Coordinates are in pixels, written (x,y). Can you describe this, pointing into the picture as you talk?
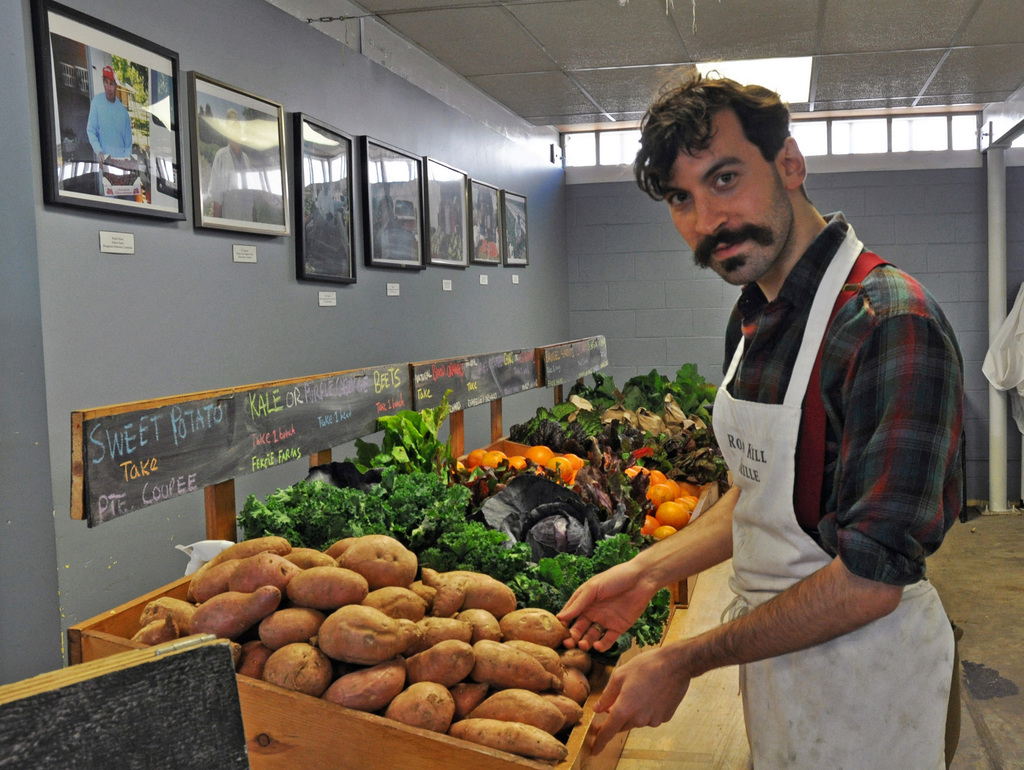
In this picture there is a man (911,465) on the right side of the image (911,465), he is wearing apron (851,762) and there are vegetables baskets (395,613) in front of him, which includes sweet potatoes (428,688), green leafy vegetable (421,515), and other vegetables (496,457), there are photographs (375,243) on the wall (531,238), there is a roof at the top side (537,101) at the image.
